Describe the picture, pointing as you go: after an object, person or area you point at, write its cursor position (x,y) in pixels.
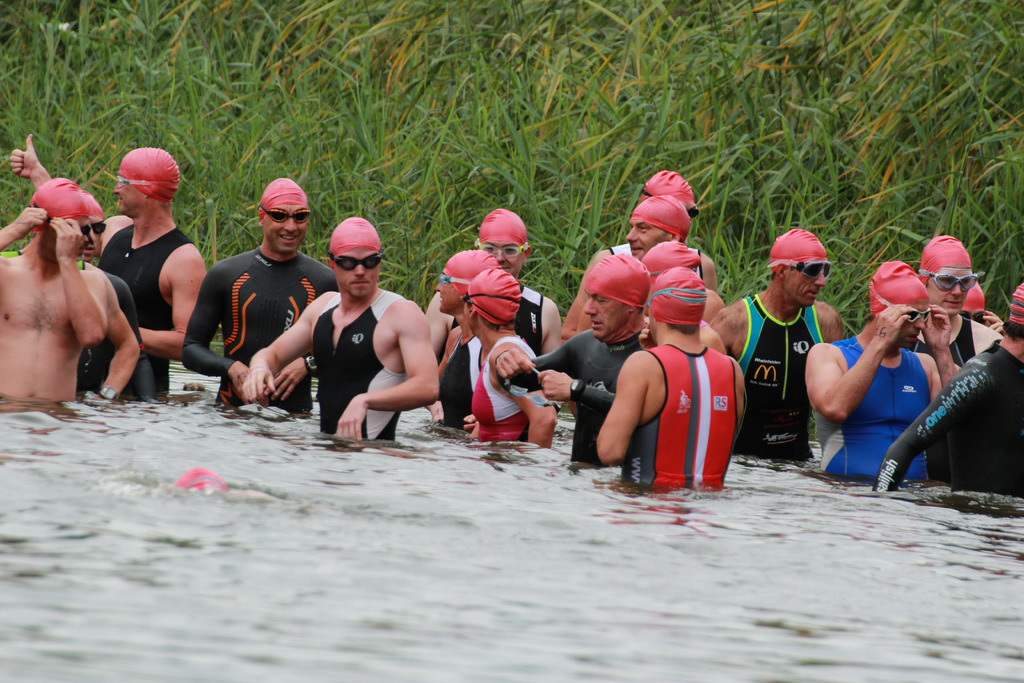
In the image we can see there are people (551,407) standing in the water (588,556) and they are wearing swimming cap (63,198) and goggles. Behind there are plants (469,104).
